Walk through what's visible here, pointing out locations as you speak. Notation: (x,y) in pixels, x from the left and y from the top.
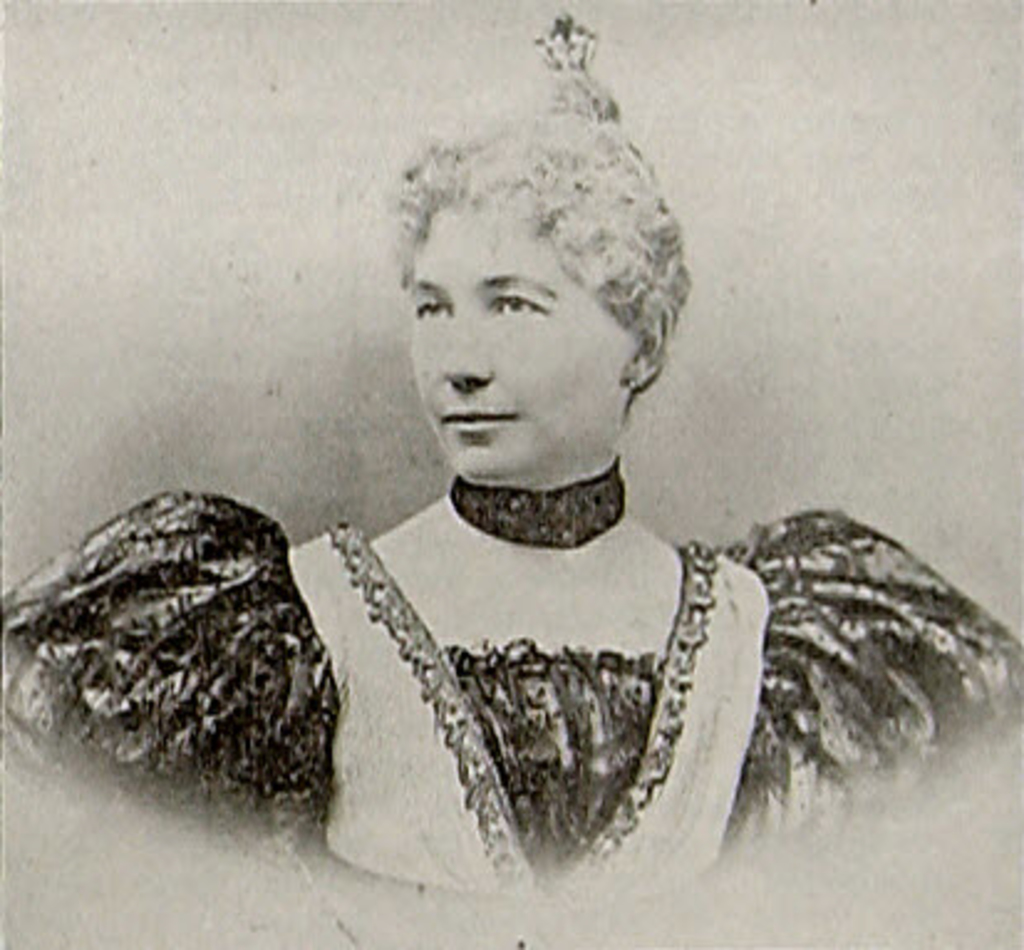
In this picture, it looks like an old black and white picture of a woman (456,621).
